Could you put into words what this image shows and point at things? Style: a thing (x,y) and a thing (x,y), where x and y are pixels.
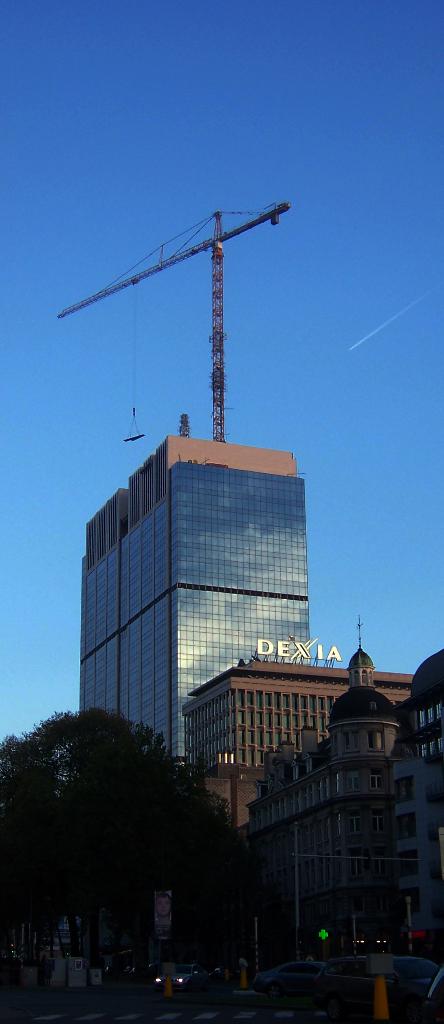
In the foreground of this image (215,872), there is a tree (188,816) and buildings (284,676). On the bottom (360,1004), there are vehicles (355,1002) moving on the road (136,985). On the top (218,218), there is a crane (221,383) on a building (228,455) and the sky (139,124).
